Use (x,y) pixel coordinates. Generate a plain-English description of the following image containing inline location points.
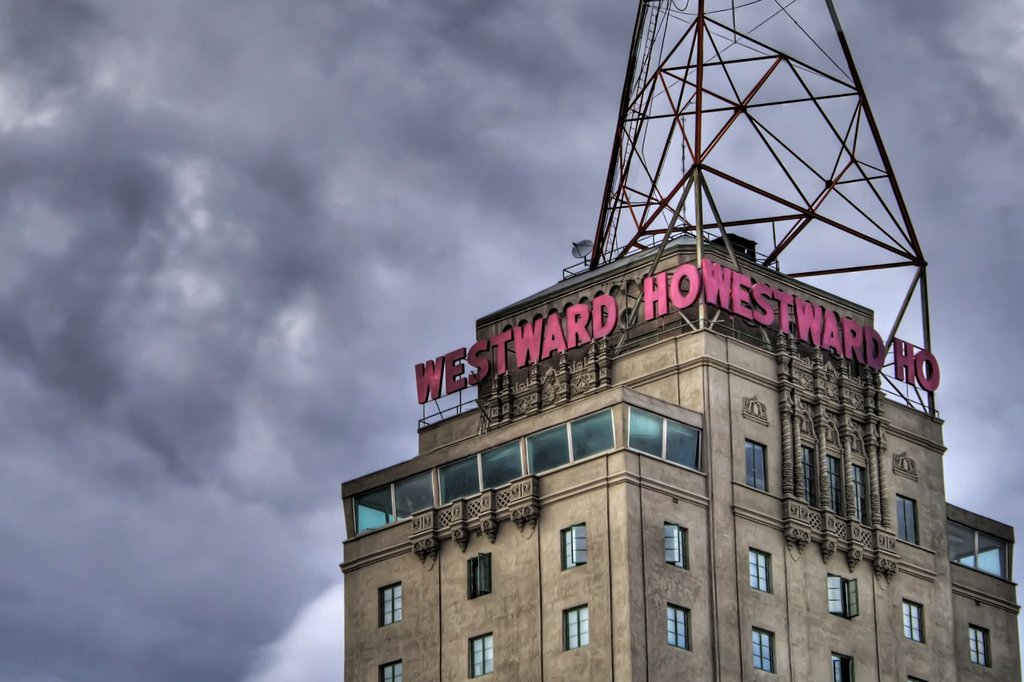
In this picture we can see a building (675,394) and few windows (505,479) on this building (537,655). We can see a dish TV (583,248) on this building (556,386). Sky (331,400) is cloudy.
